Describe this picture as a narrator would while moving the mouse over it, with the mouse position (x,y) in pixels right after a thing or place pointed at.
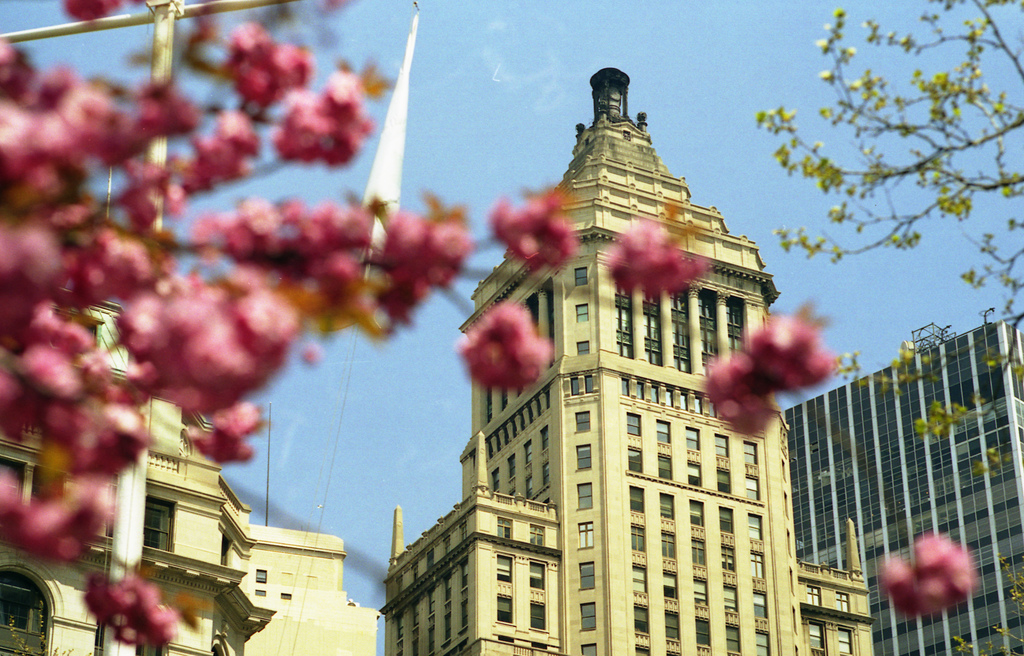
This image is taken outdoors. At the top of the image (521,113) there is the sky (709,112). In the middle of the image (524,298) there are three buildings (610,573) with walls (709,530), windows (153,530) and roofs (604,85). There is a flag (404,140). On the left side of the image (137,456) there is a tree (263,323) with flowers (206,351) and there is a pole (154,29). On the right side of the image (941,428) there is a tree (980,189) with green leaves (822,166), stems (930,156) and branches (923,167).
